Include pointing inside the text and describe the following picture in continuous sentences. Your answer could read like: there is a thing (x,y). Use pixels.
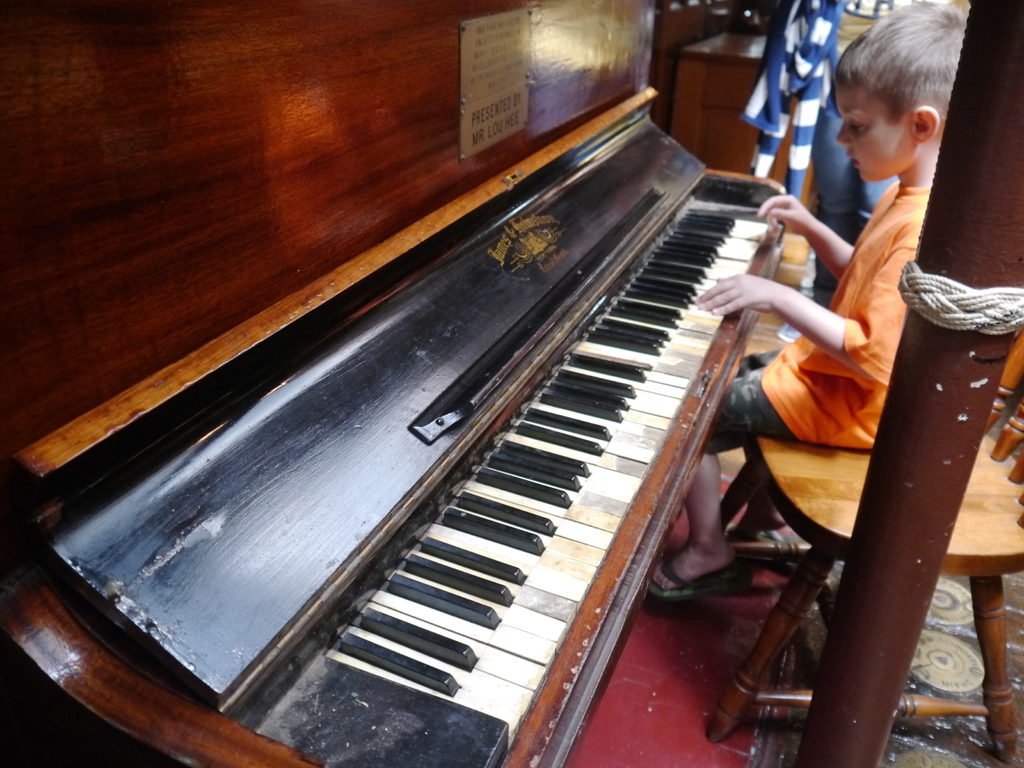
A kid (845,75) is playing piano (202,714).
